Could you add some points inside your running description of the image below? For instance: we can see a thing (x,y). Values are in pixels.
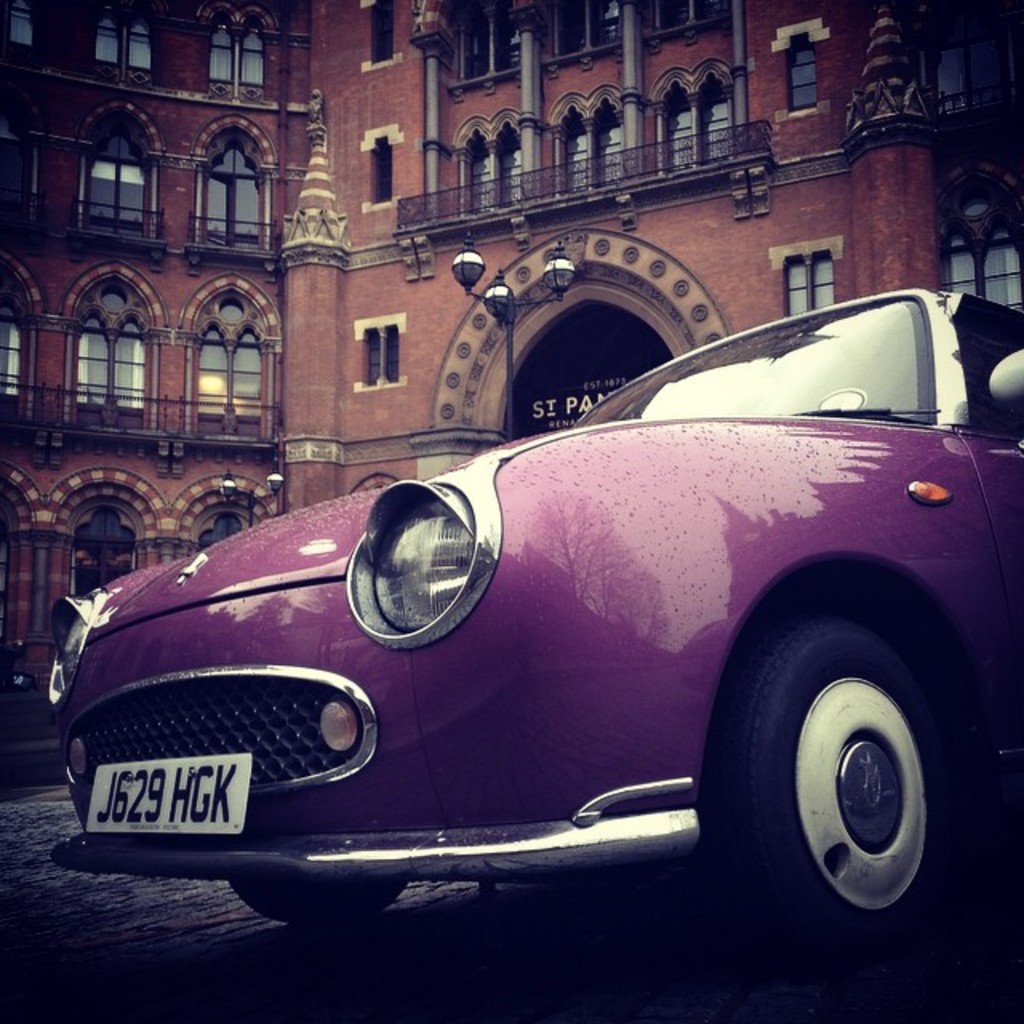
This is a car (608,605), which is violet in color. I can see the wheel (859,809), bumper (436,864), number plate (189,791), headlights (370,568) and glasses (838,403), which are attached to the car (723,532). I can see the reflection (571,537) of the tree (634,621) and buildings (641,642) on the car (629,652). This looks like a street light (487,292). This is a building (211,358) with windows (388,348) and pillars (331,247).
